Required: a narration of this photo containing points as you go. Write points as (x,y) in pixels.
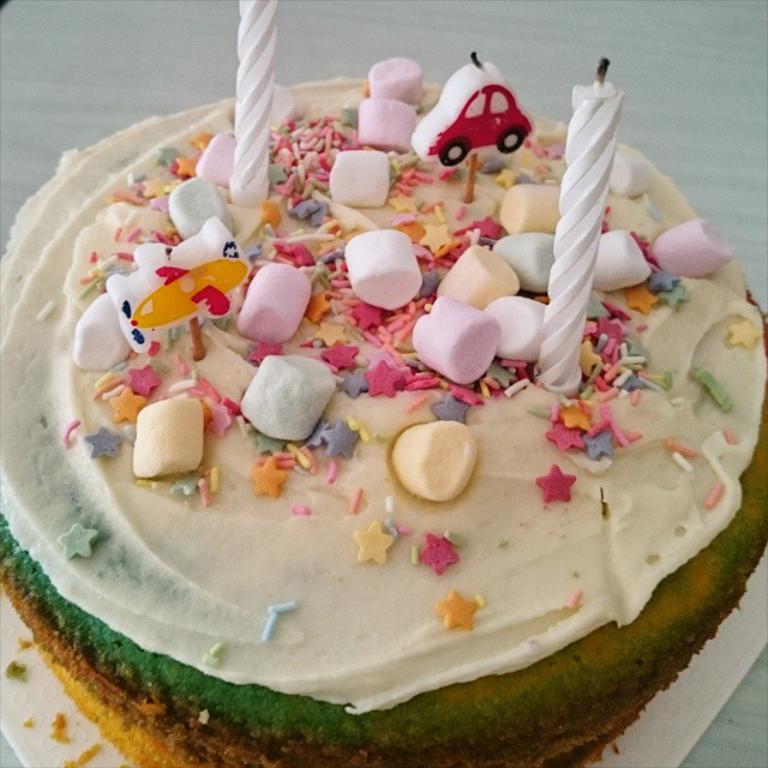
In this image I can see the cake (321,498) in multi color and I can also see two candles (573,273).
